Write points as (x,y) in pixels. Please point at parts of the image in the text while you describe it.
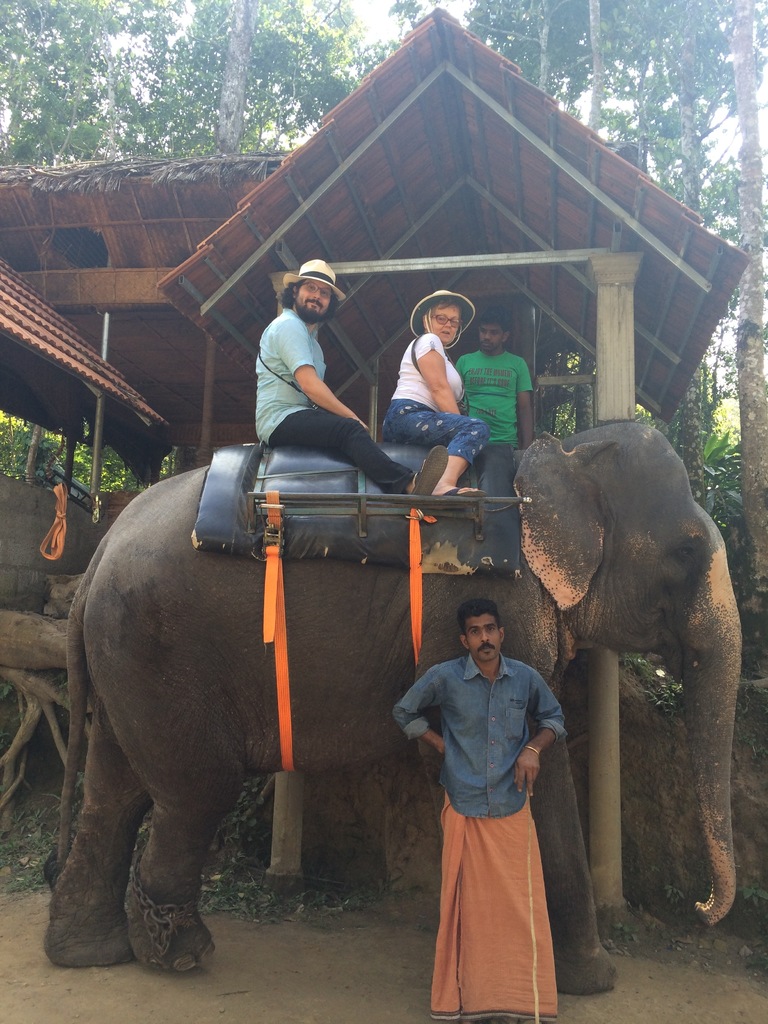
In this image there is a elephant (370,673) and a mahout (482,910) there are two persons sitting on the elephant (533,513) and a person (494,371) standing behind the elephant (560,520) and at the background of the image (363,230) there is a hut (269,214) and trees (352,79).
